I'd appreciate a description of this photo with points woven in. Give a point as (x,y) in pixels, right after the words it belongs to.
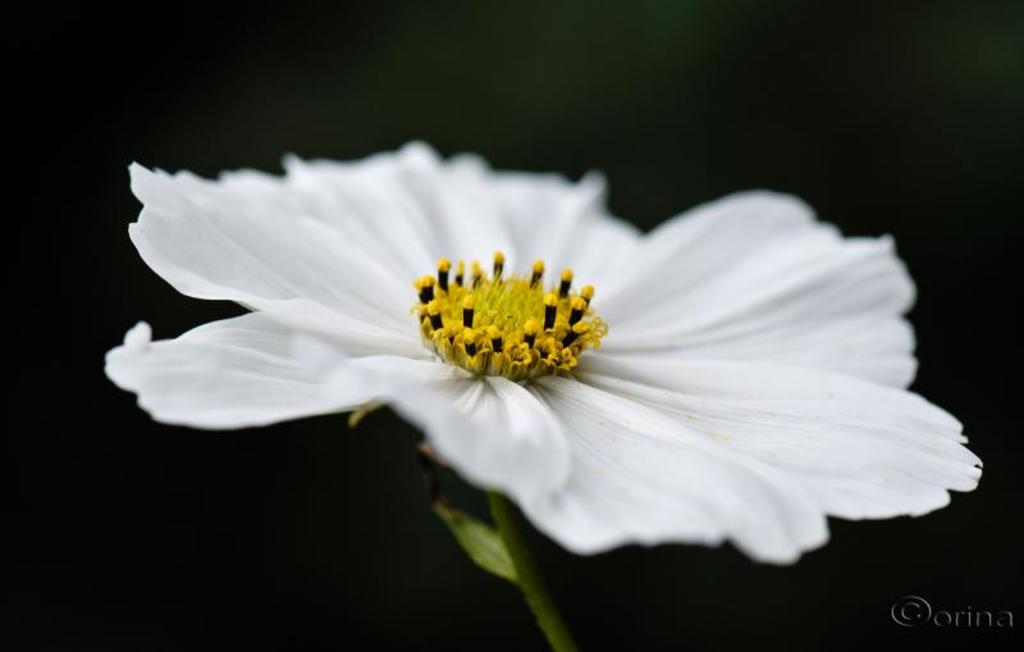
In this image there is a flower (425,338) to a stem (525,577). It has white petals (519,404). In the center (490,333) there are pollen grains (473,356). There is a leaf (471,546) to the stem (545,611). The background (976,531) is dark. In the bottom right (980,621) there is text (919,613) on the image.
